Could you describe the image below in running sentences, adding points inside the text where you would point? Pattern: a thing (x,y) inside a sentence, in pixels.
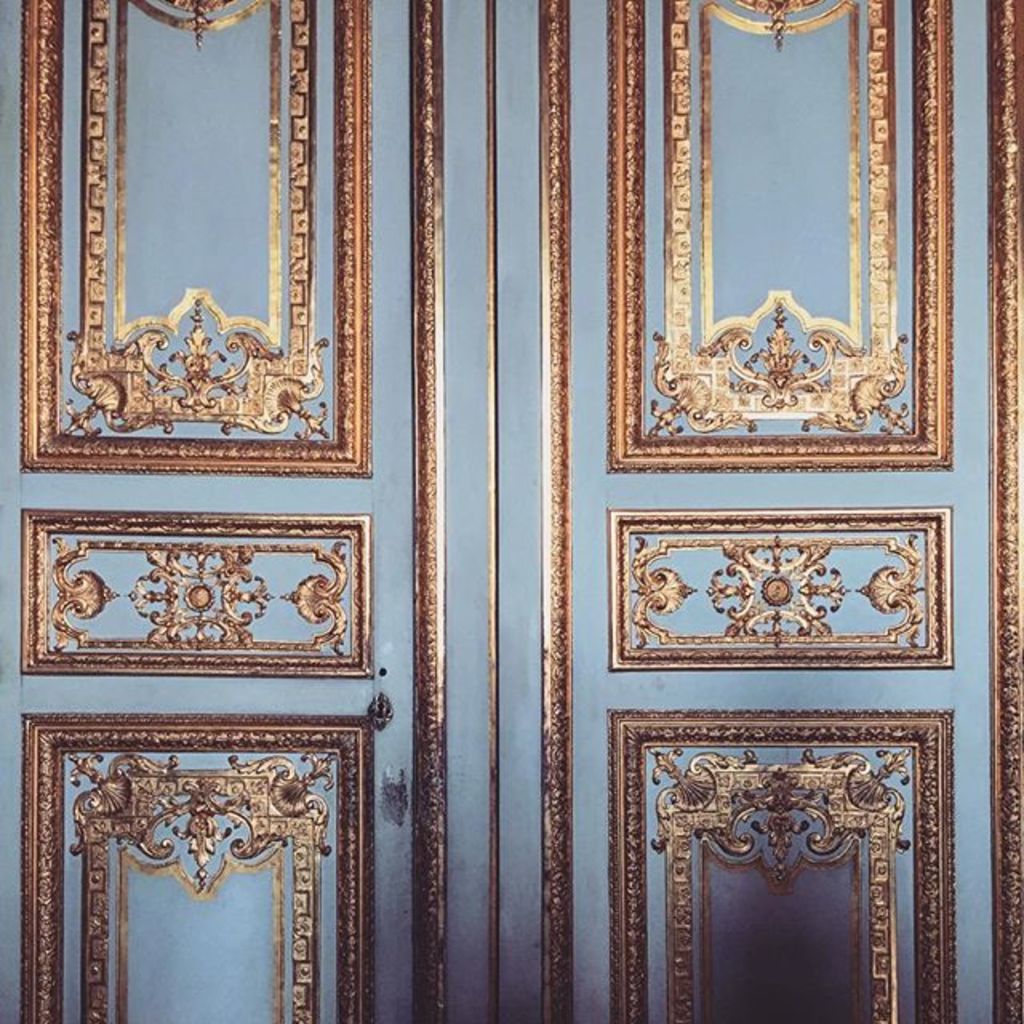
In this image we can see some designs (297,451) on the surface (575,515).
